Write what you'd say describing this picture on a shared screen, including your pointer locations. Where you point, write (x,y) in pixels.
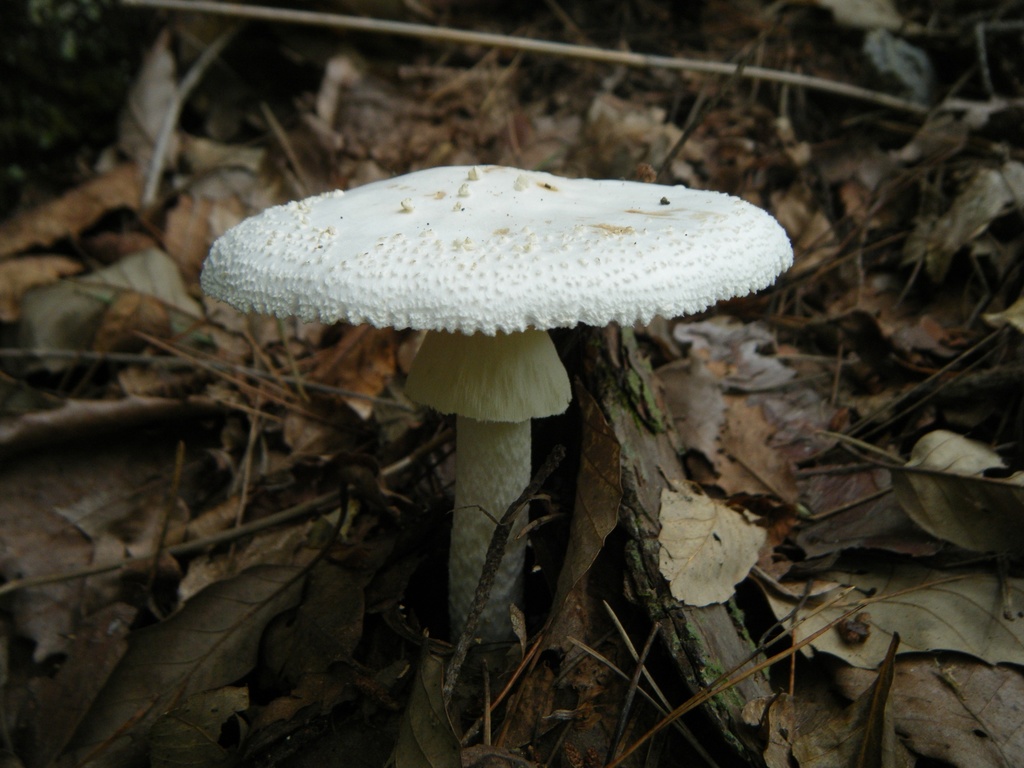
In this picture we can see white color mushroom plant (487,442) in the front (454,358), surrounded with dry leaves (364,543).
